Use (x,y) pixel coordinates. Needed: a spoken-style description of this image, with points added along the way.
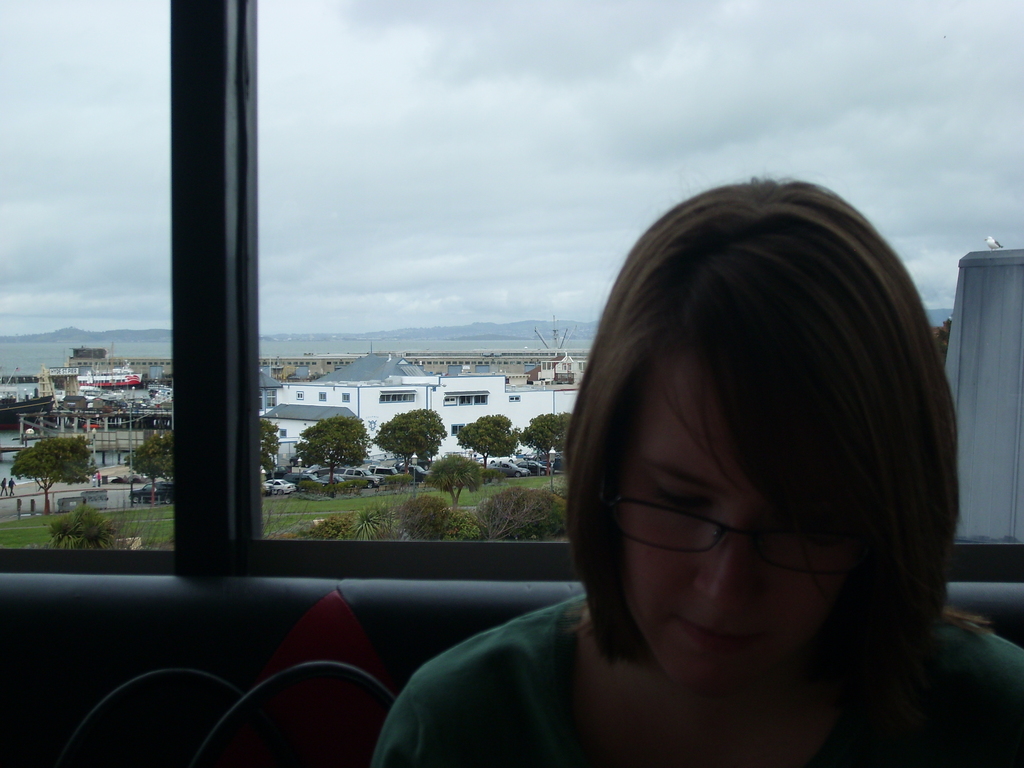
In this image there is a woman (796,489) wearing spectacles (767,537) is before a window (578,135) from which few cars (517,474) on road (129,503), few trees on the grass land (384,498), few buildings (295,373), hills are visible. Top of image (671,157) there is sky (639,168) with some clouds (616,172).
